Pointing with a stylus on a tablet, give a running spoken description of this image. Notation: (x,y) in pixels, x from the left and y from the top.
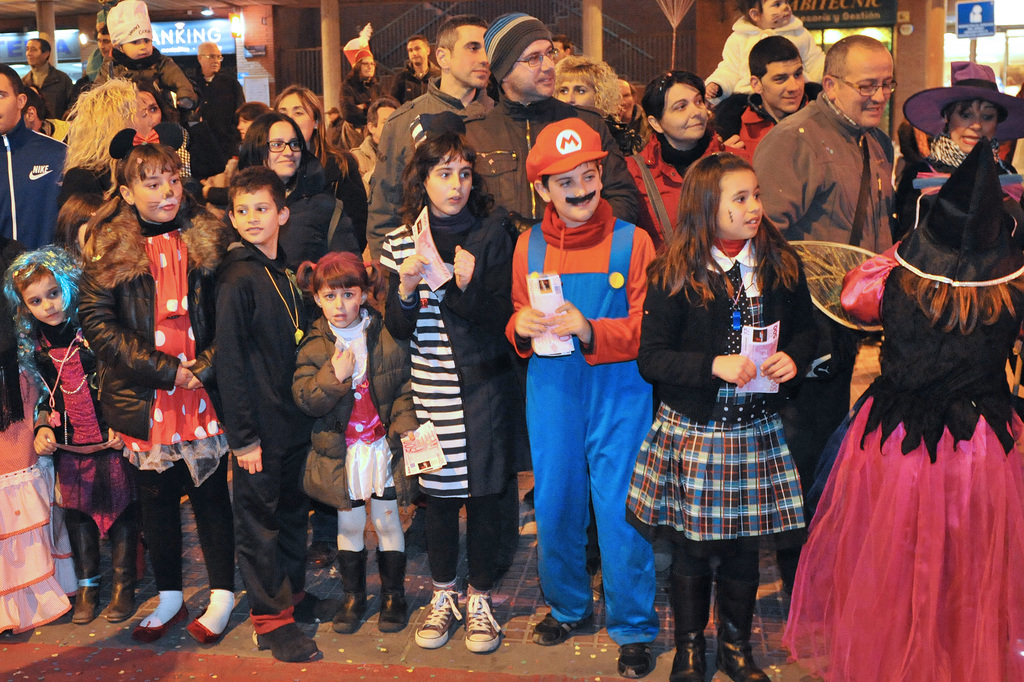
In this image we can see some group of persons (449,303) wearing different costumes (735,270), standing and in the background of the image (250,67) there are some pillars (588,41) and a wall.
